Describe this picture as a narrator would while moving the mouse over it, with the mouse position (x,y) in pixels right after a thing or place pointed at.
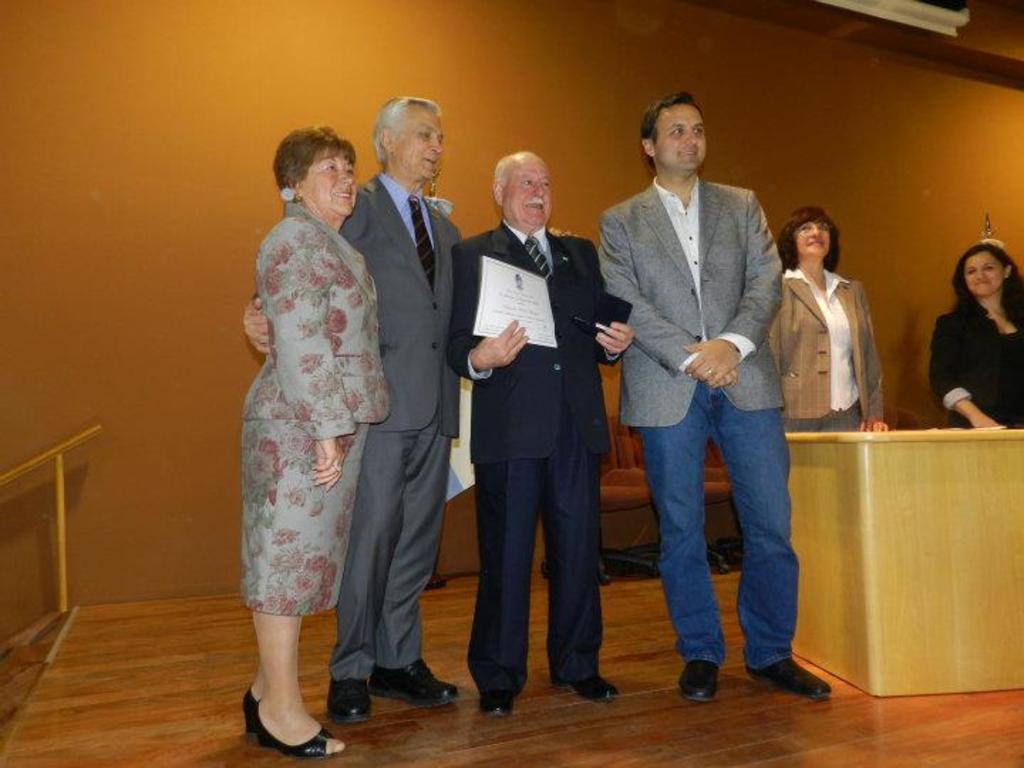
In front of the image on the stage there are three men (674,293) and one lady (340,297). They are standing. There is a man (467,276) holding a certificate (540,309) and some other object (598,329) in his hand (504,343). On the right side of the image (991,452) there is a table (857,447). Behind the table (861,457) there are two ladies (849,324) standing. Behind them there are chairs (708,460). On the left side of the image (66,497) there is railing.
